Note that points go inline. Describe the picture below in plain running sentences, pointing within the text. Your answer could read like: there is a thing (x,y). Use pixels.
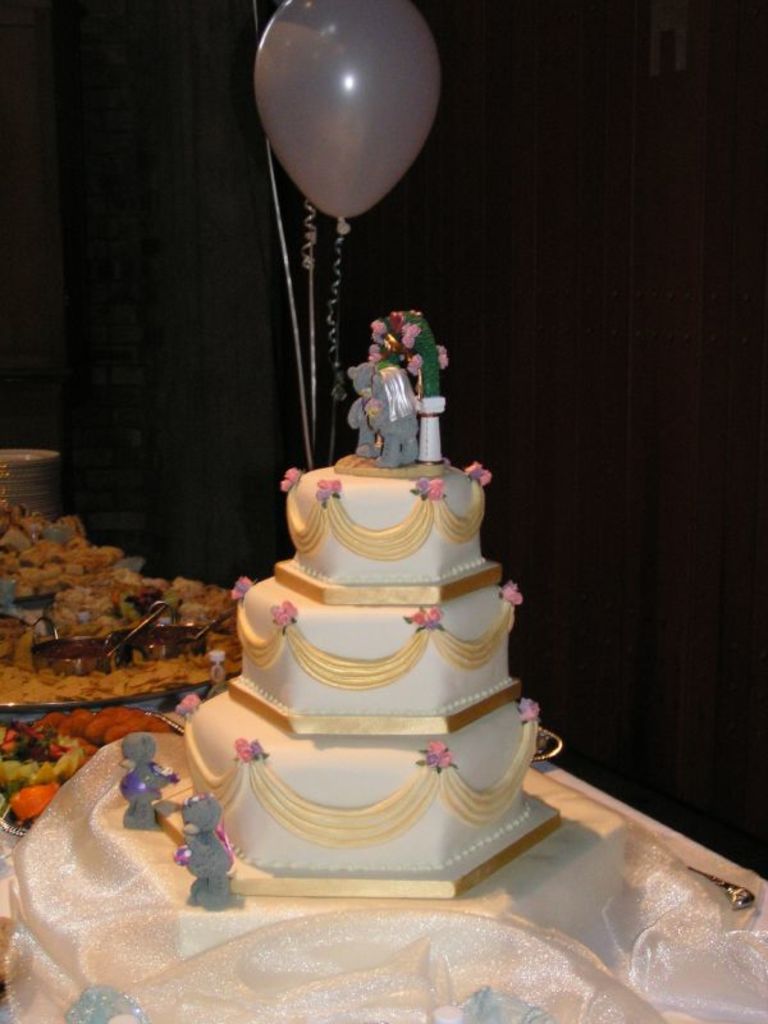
In this image there is a step cake (440,772) in the middle (407,592). At the top (341,108) there is a balloon (352,70). On the cake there are toys (370,412). On the left side (114,656) there are plates (91,643) in which there are some food items (118,672).
